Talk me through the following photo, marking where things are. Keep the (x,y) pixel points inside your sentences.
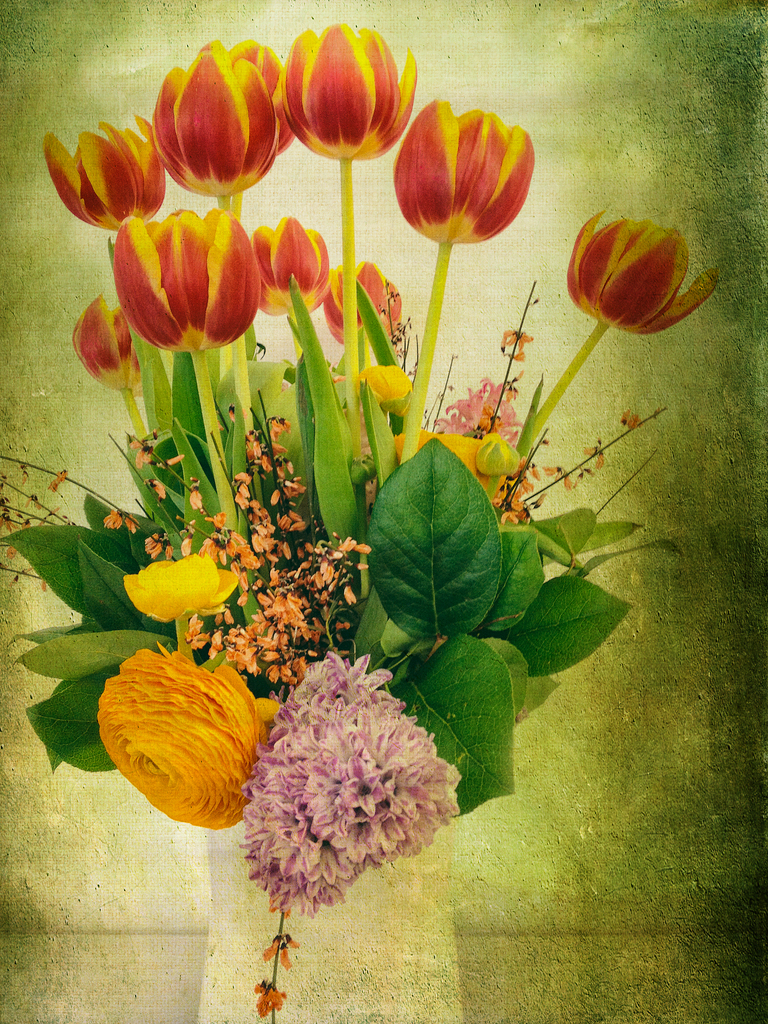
In the image there is a painting (272,914) of flower vase (268,921) with many flowers (134,278) and leaves (129,561). And there is a green color background (740,237).
